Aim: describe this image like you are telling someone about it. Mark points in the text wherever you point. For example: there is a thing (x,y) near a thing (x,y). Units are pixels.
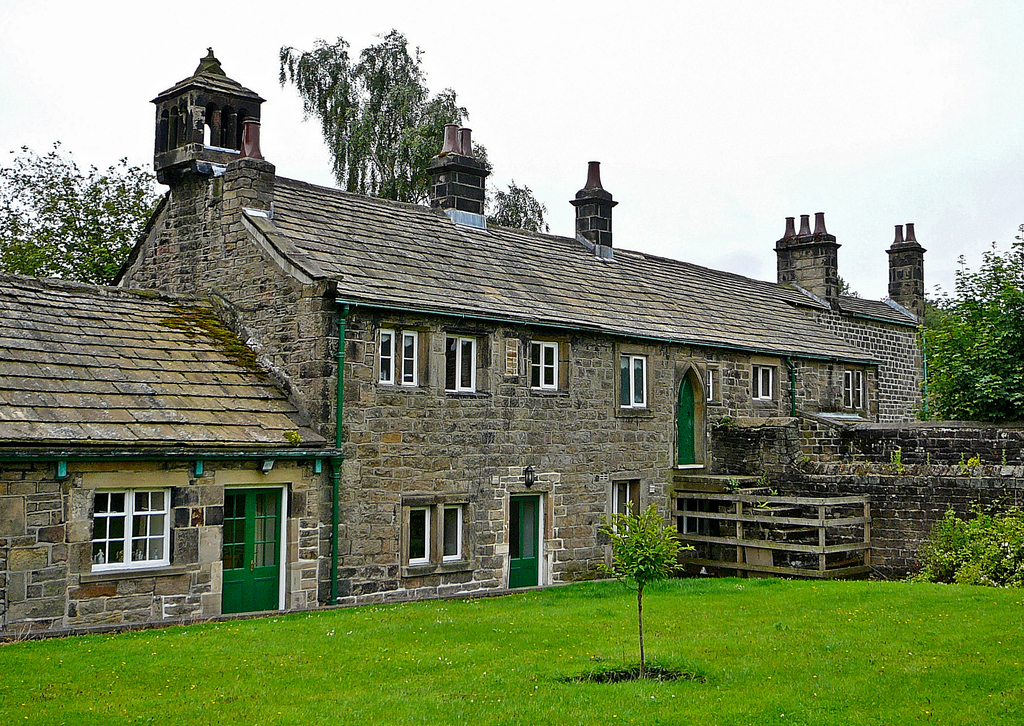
In this picture we can see few buildings (801,403), trees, grass (775,605) and lights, and also we can see a pipe (341,329) on the wall (379,445).
